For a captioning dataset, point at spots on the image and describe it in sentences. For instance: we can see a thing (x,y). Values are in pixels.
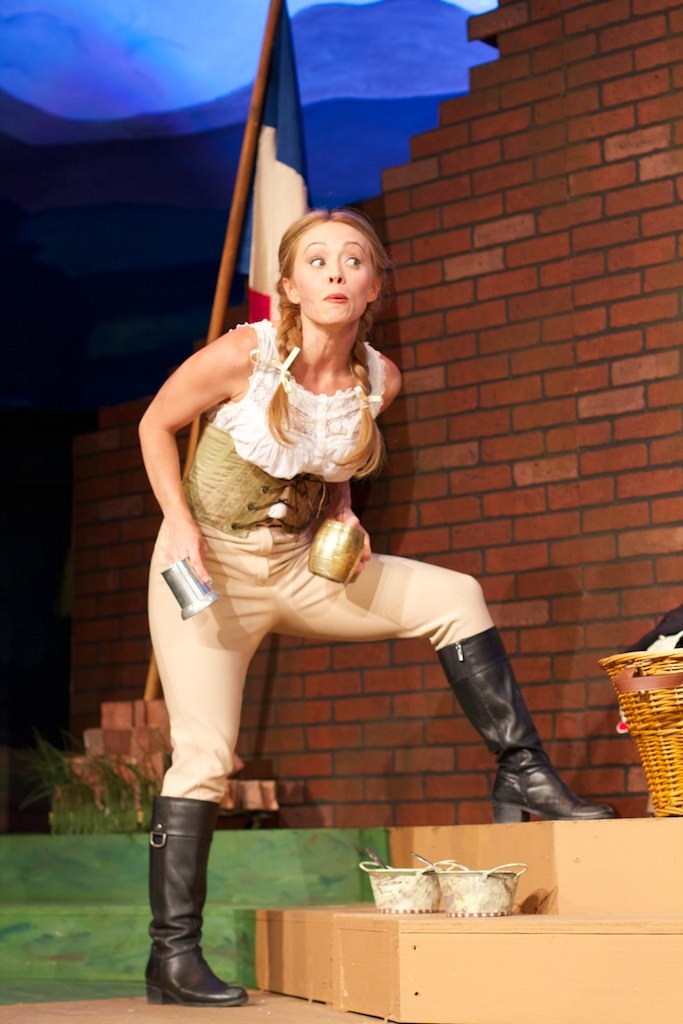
In this picture there is a woman (169,639) holding objects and we can see baskets (681,799) with objects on the stand (369,908). We can see flag pole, bricks (100,501) and wall (127,617). In the background of the image (50,368) it is dark.
